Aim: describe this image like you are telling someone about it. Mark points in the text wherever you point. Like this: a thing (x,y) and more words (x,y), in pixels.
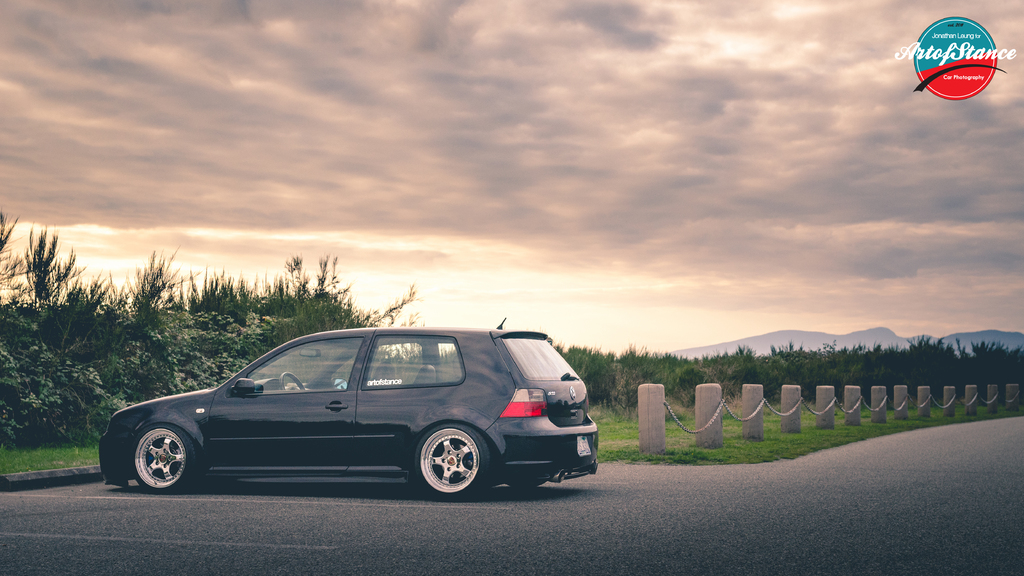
In this image we can see a car (375,370) placed on the road (552,537). We can also see some grass (689,444), plants (727,368), a group of trees (709,379), the hills (721,350) and the sky (519,207) which looks cloudy. On the right side (912,50) we can see a logo (923,42) and some text (898,50) on it.
